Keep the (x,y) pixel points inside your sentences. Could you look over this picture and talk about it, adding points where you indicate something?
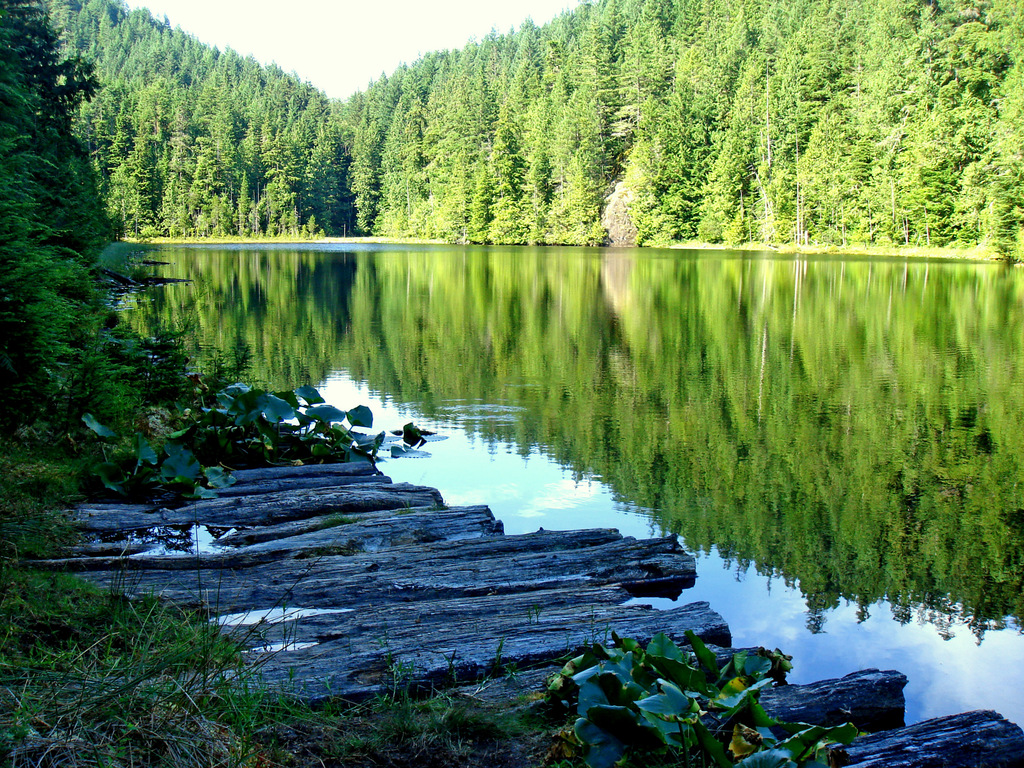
In this picture I can see there is a lake (495,410), trees (190,73), and plants (91,425) and the sky (258,43) is clear.
